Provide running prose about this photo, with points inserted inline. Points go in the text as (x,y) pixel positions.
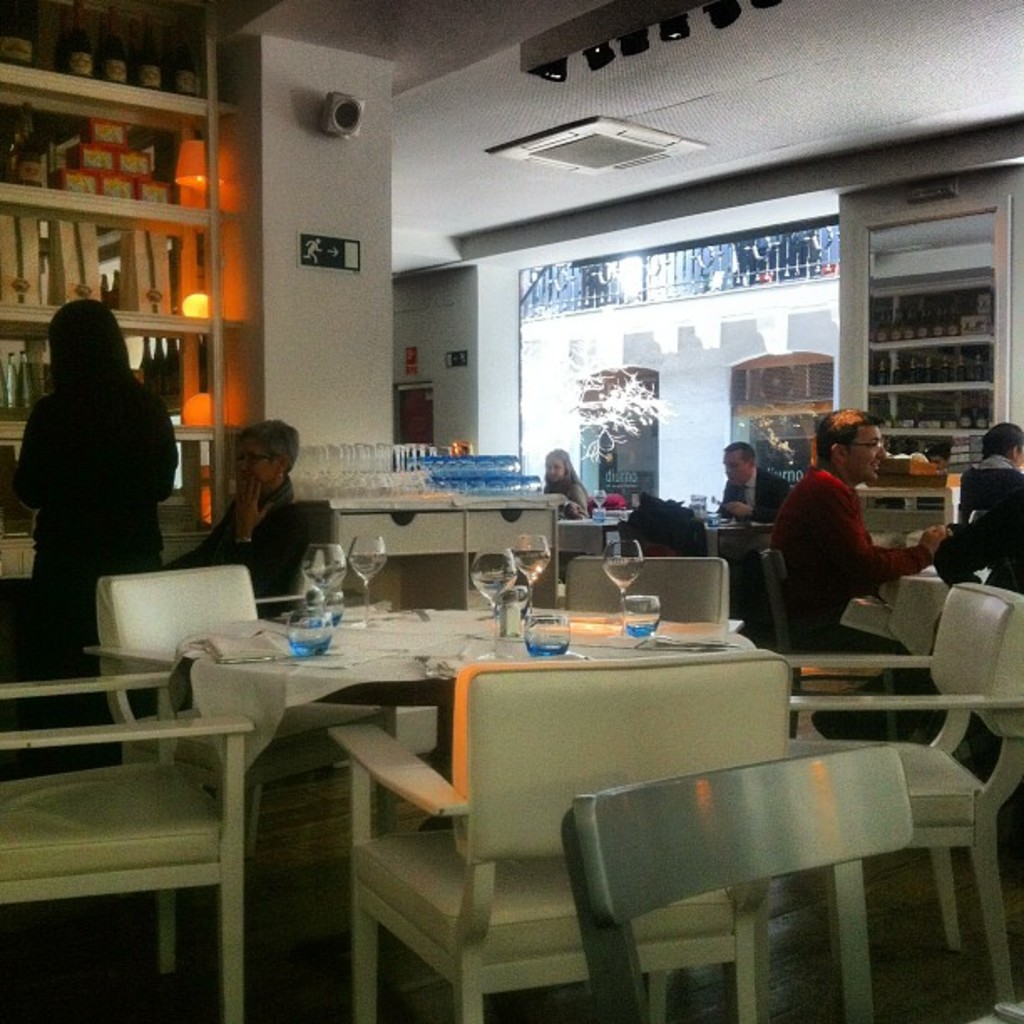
In the image we can see few persons (944,533) were sitting on the chair (671,771) around the table (566,610). On table (484,626) we can see wine glasses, napkin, spoon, fork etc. On the left (80,360) we can see one woman (140,444) standing. In the background (292,322) there is a wall (283,323), light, shelf (85,195), door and sign board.
